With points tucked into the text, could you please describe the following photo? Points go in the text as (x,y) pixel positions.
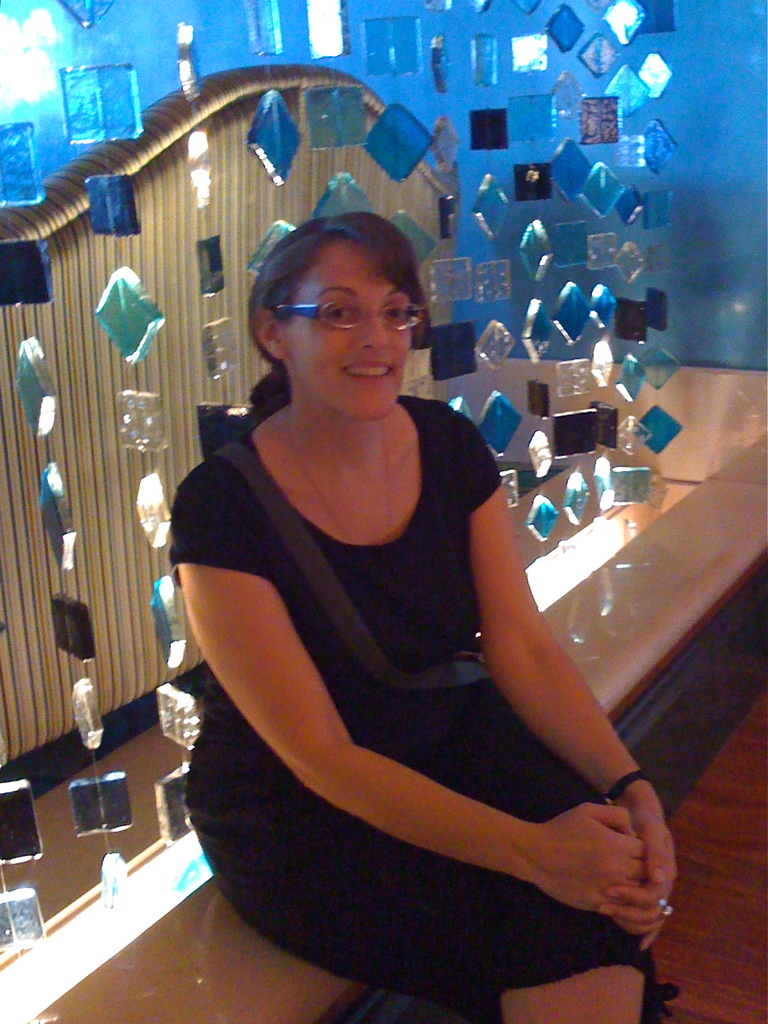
Here I can see a woman (292,484) wearing a black color dress (226,549), a bag (316,579), sitting on a table (194,917), smiling and giving pose for the picture. At the back of her there are few decorative objects (42,383) which are hanging. In the background (38,507) there is an object (87,280) which seems to be a couch (106,465). At the top of the image (699,125) there is a wall (699,125).
